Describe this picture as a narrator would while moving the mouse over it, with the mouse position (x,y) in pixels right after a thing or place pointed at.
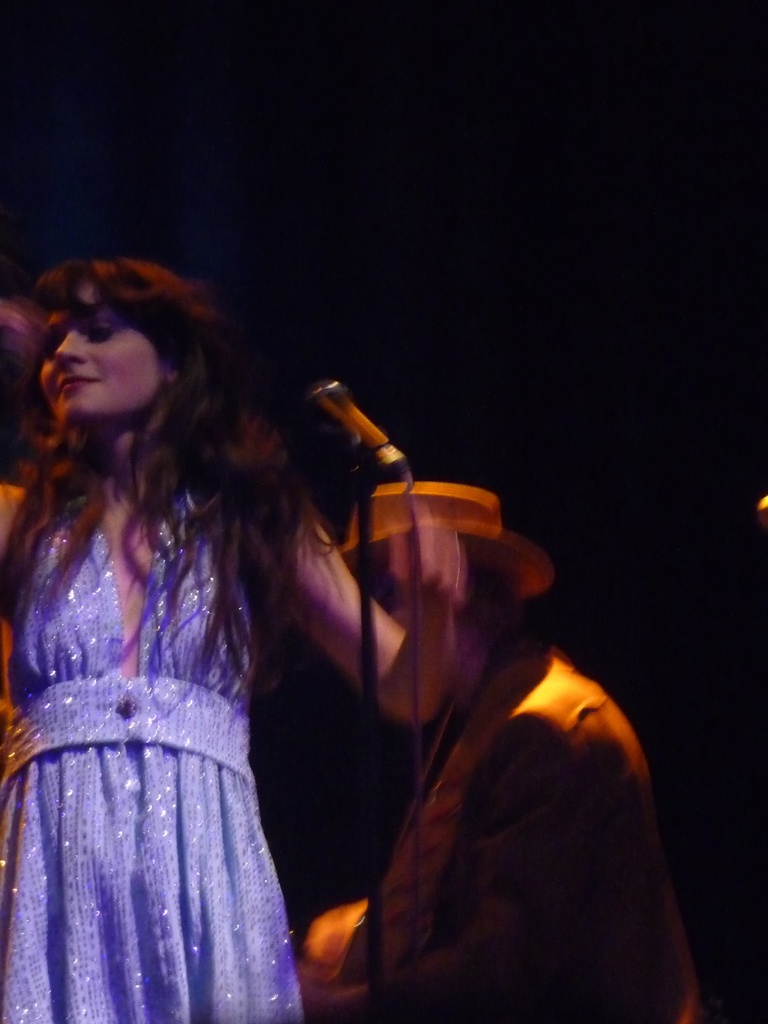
In this picture a woman (44,767) in the purple dress (112,809) is standing and in front of the woman (211,482) there is a microphone (338,381) with stand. Behind the woman (147,712) there is a man (505,735) and there is a dark background (512,191).
